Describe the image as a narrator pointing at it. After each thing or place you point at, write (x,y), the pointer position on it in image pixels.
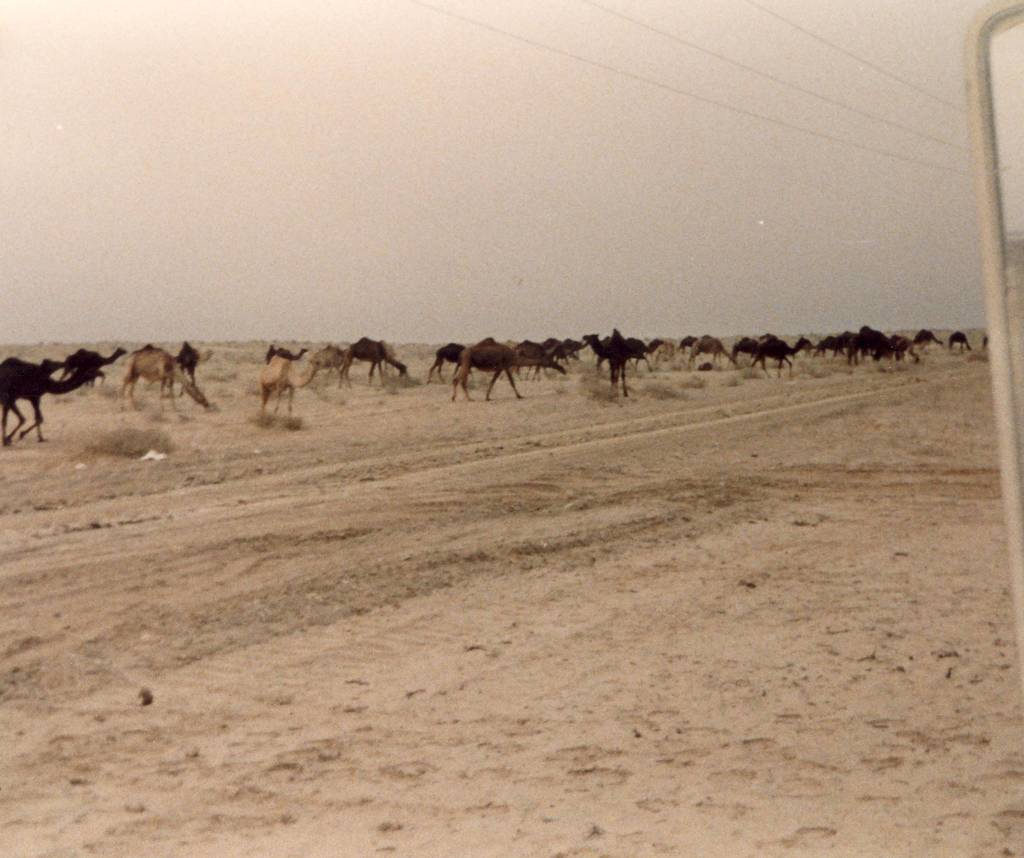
In this picture we can see a group of camels (500,355) on sand (846,392), plants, pole (983,195), wires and in the background (691,112) we can see the sky (326,224).
